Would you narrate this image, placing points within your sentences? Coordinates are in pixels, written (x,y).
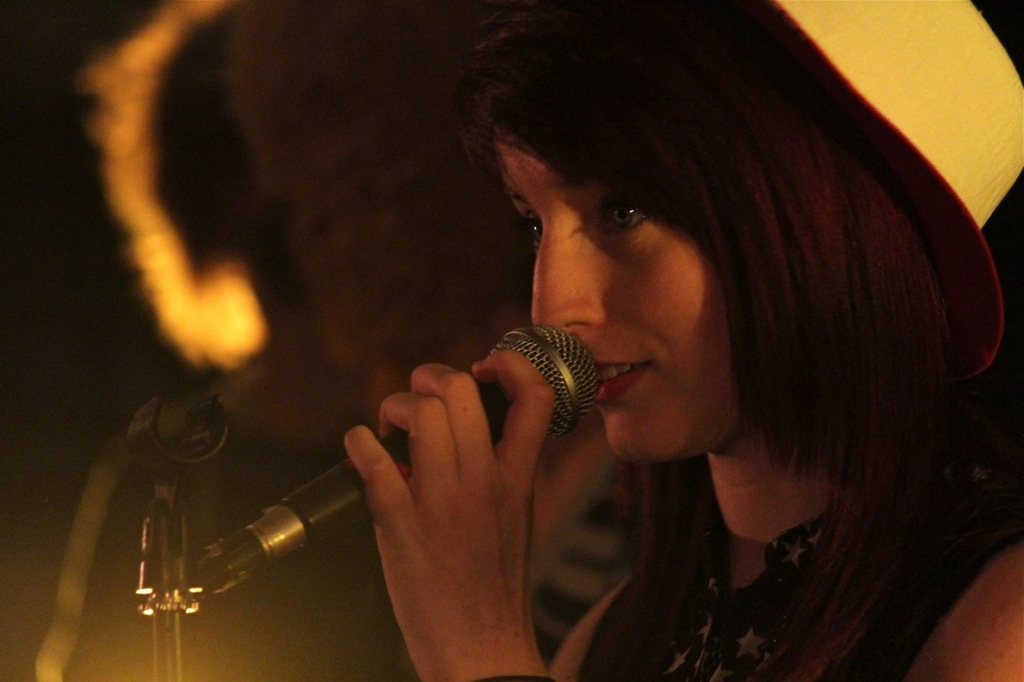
In the right (843,75) a woman (887,72) is standing and holding a mike (504,418) in front of her mouth (605,386). The background (409,2) is dark in color. This image is taken on the stage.
